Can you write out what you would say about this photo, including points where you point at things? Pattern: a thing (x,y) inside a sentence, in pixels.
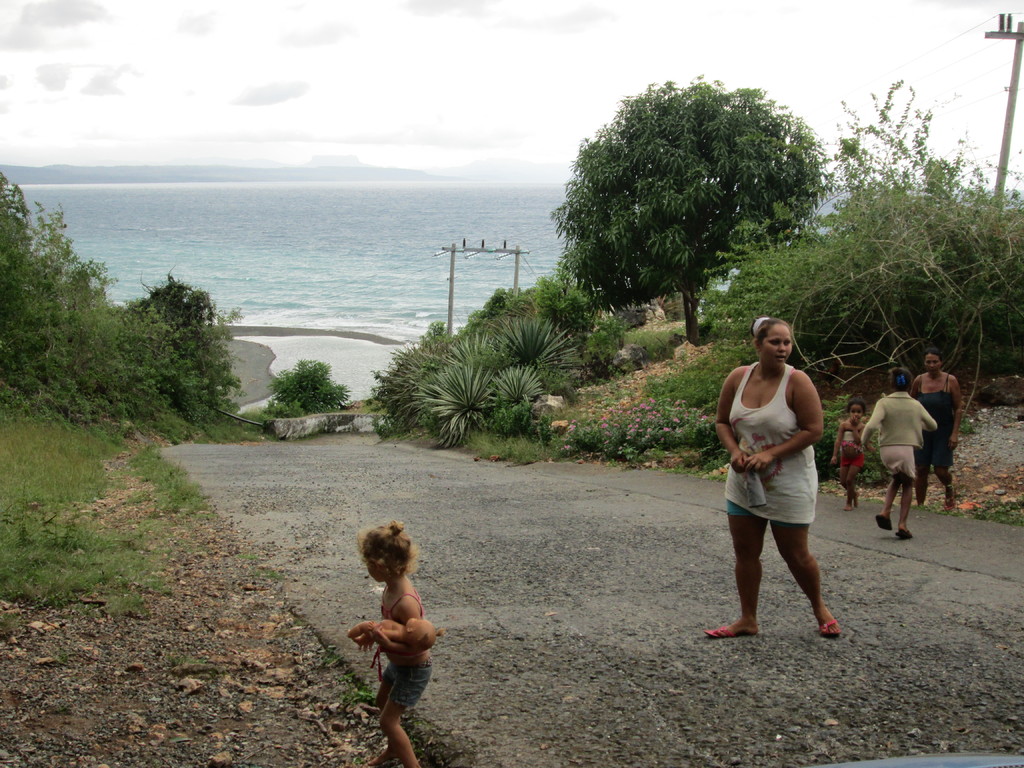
In this image a woman (739,527) is standing on the road (750,669). Right side (900,405) a kid (909,457) is running on the road (940,546). A woman (924,464) and a kid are standing on the road (861,532). Bottom of the image (400,652) a kid (403,649) is holding a doll (390,635) in her hand (371,624). Left side (17,272) there are few trees (105,372) on the land (67,533) having some grass (41,454). Middle of the image (350,291) there is water (209,221). Right side (904,255) there are few plants (432,369) and trees (684,317) on the land (653,368). Behind the plants (493,318) there are few poles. Top of the image (317,86) there is sky (317,86). Right side there is a pole (1001,170) connected with wires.
